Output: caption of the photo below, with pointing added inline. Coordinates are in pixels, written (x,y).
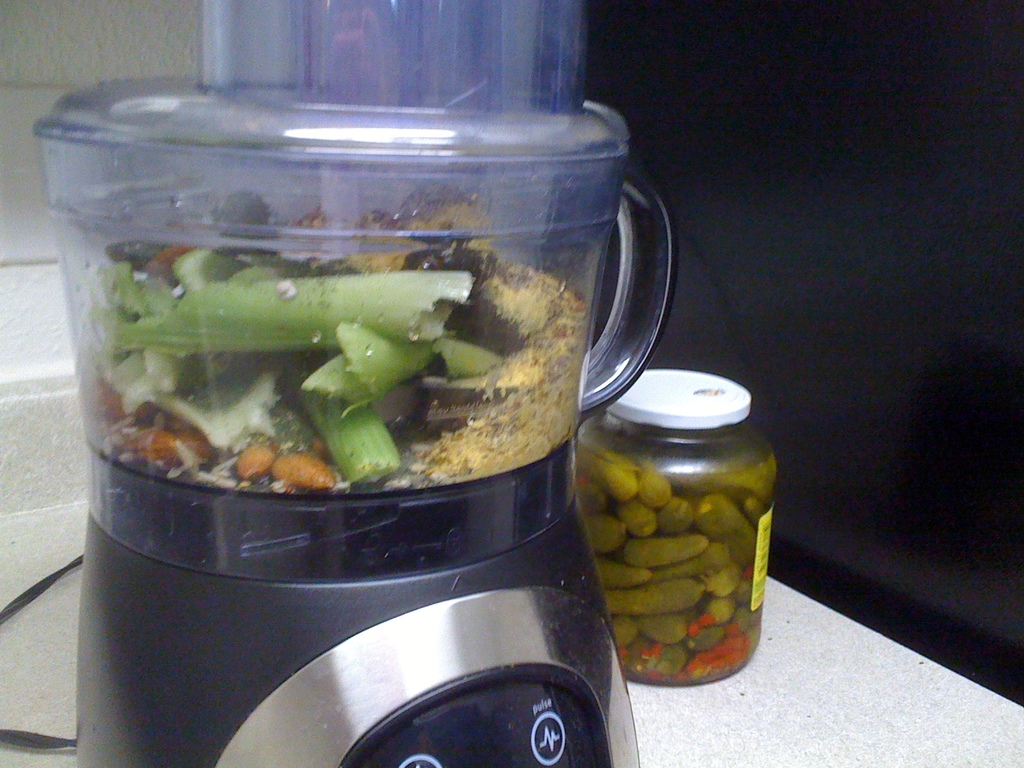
The picture consists of a mixer (393,503), jar (717,481) and cable (35,587) on a white surface (804,703).
